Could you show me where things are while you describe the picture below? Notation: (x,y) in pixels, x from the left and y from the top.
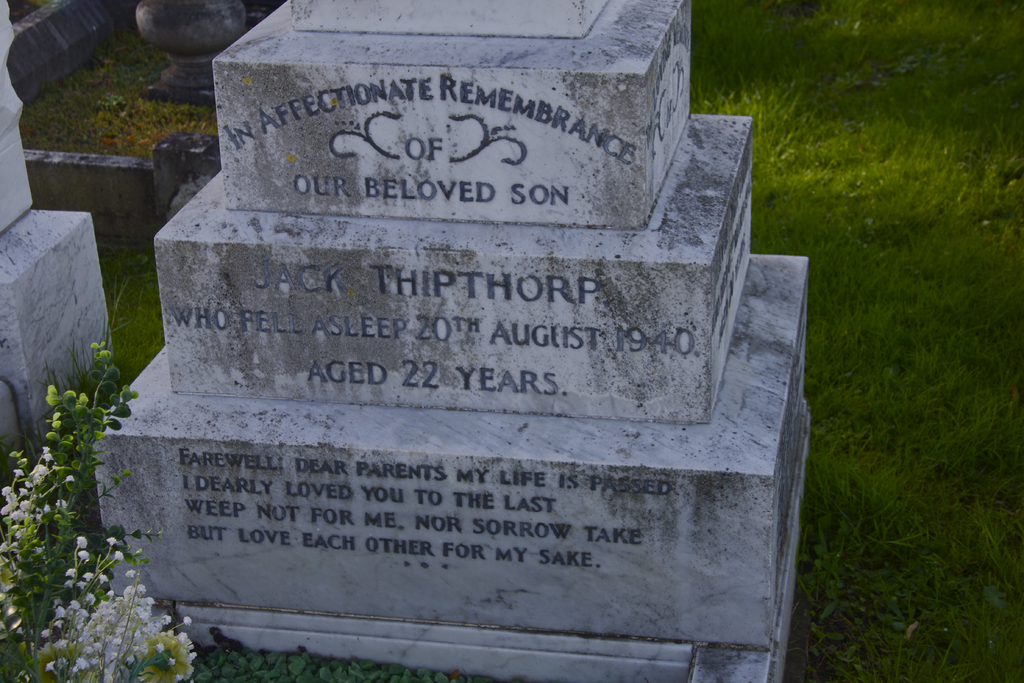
In this image I can see grass (836,276), few white colour flowers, a white colour thing (289,236) and on it I can see something is written.
